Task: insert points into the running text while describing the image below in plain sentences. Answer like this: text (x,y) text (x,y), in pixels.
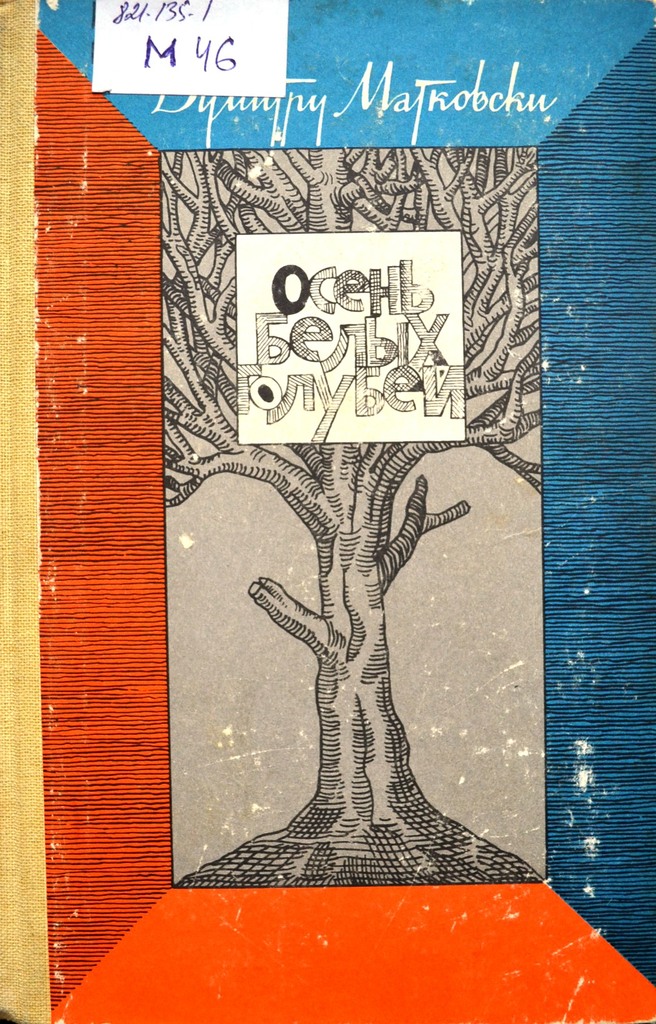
In this image I can see depiction picture (262,642) of a tree (494,207). I can also see two white colour things (116,9) and on it I can see something is written.
